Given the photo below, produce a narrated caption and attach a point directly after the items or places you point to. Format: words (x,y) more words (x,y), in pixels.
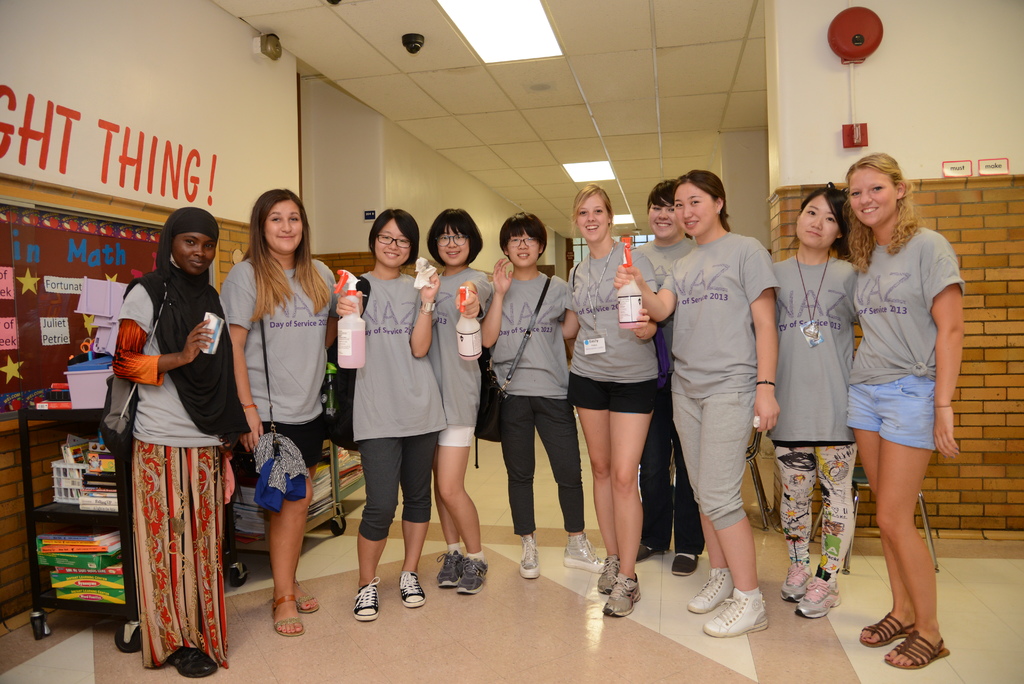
In this picture we can see some people (848,393) are standing and smiling, some of them are holding spray bottles (342,348), on the left side (96,381) we can see some boxes (83,565) and a boards (73,267), there are some papers (63,335) and stickers (94,256) pasted on this board (85,271), on the right side (984,274) there is a wall (970,282), we can see the ceiling (542,107) and lights (503,32) at the top of the picture (411,66).
